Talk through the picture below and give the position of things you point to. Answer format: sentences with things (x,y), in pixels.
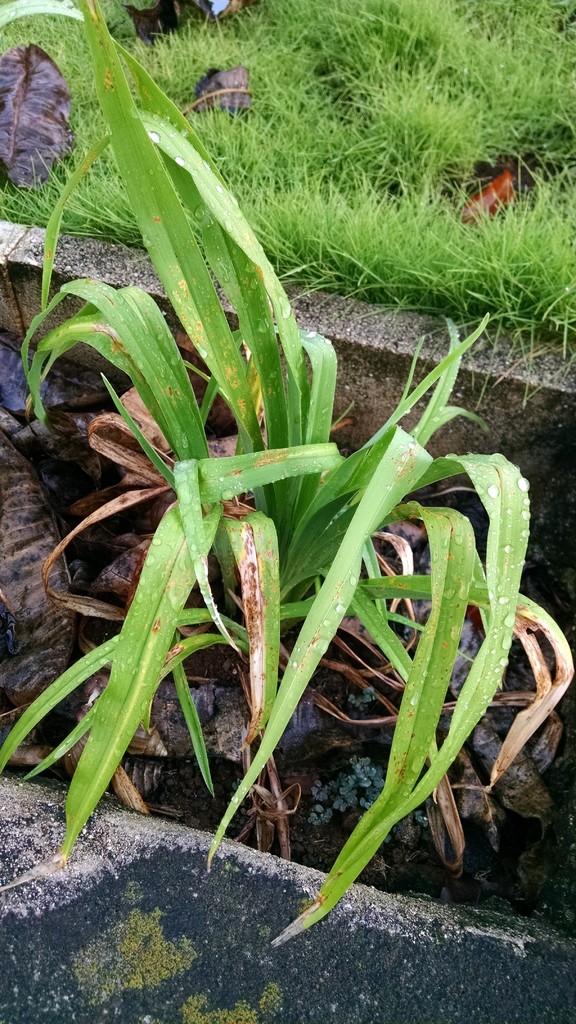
In this image there are plants (461,602), grass (303,112) and there are dry leaves (38,125).
